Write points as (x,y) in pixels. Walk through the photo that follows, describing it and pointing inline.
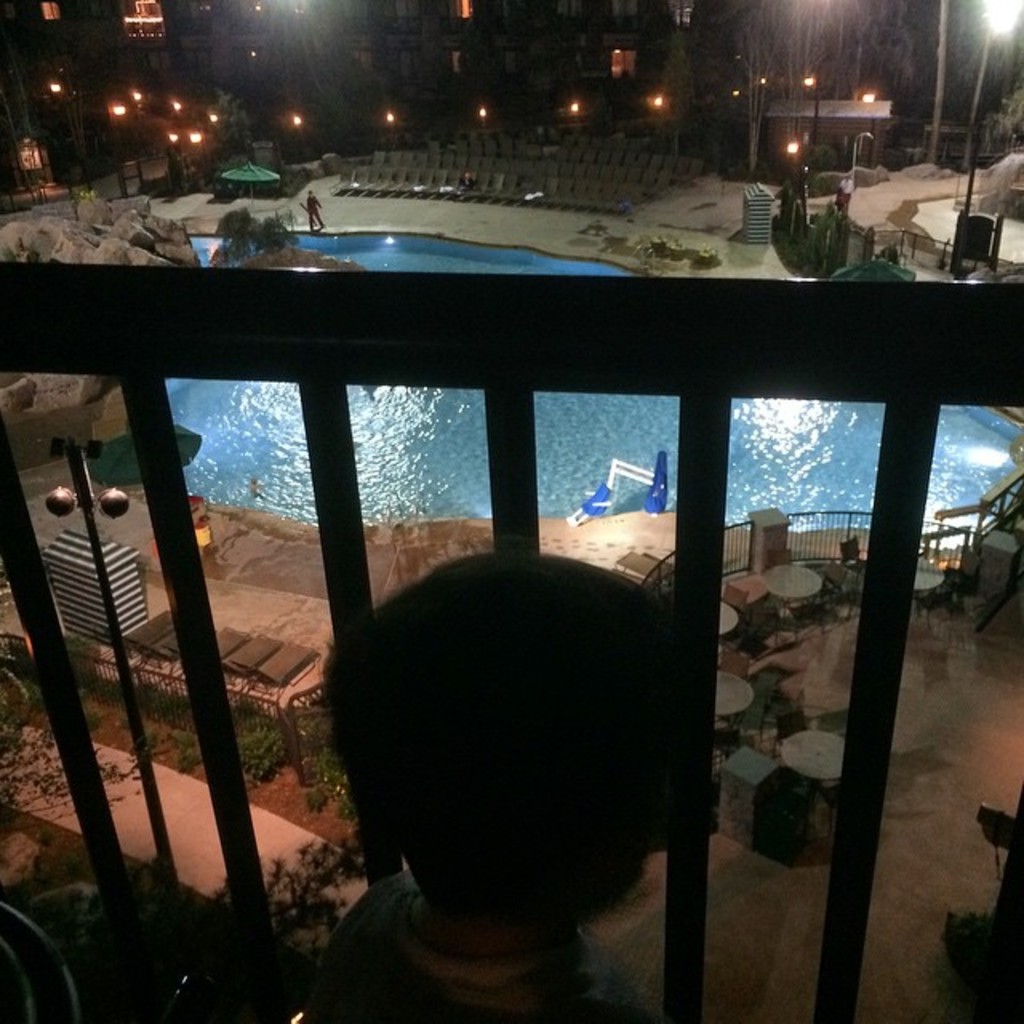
In this image, we can see a swimming pool (484,432). There is a safety barrier (892,495) in the middle of the image (584,361). There are street poles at the top of the image (807,78).
